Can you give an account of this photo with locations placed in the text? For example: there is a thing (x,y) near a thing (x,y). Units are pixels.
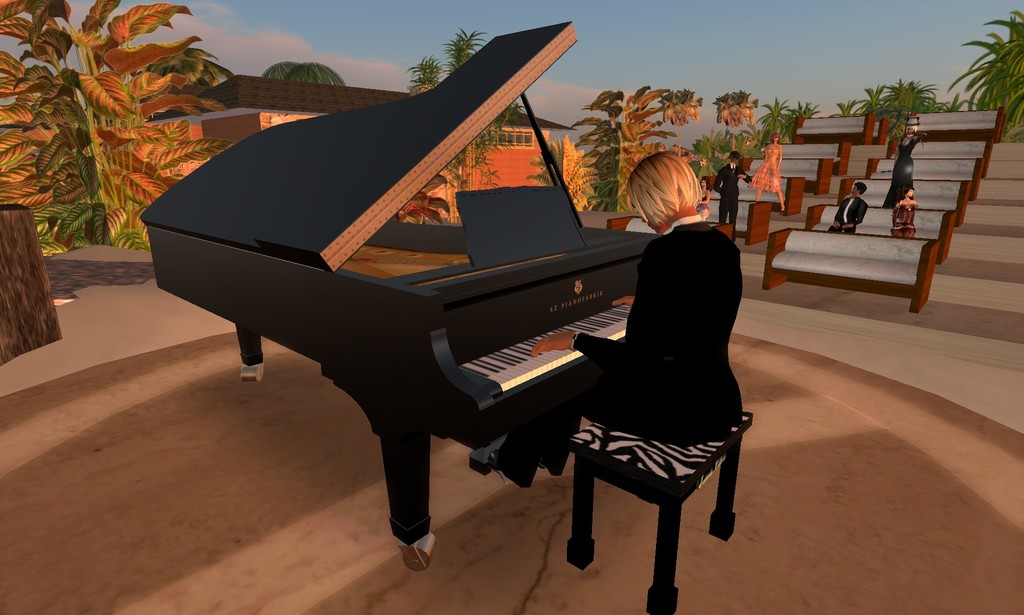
It is an animated image in which there is a girl (633,343) in the middle (658,338) who is sitting on the stool (718,465) and playing the piano (510,308). On the right side (852,218) there are few people (839,224) sitting on the benches (846,245). In the background (283,81) there is a house (310,100). Beside the house (245,98) there are trees (195,101). At the top (805,46) there is the sky (840,49).
